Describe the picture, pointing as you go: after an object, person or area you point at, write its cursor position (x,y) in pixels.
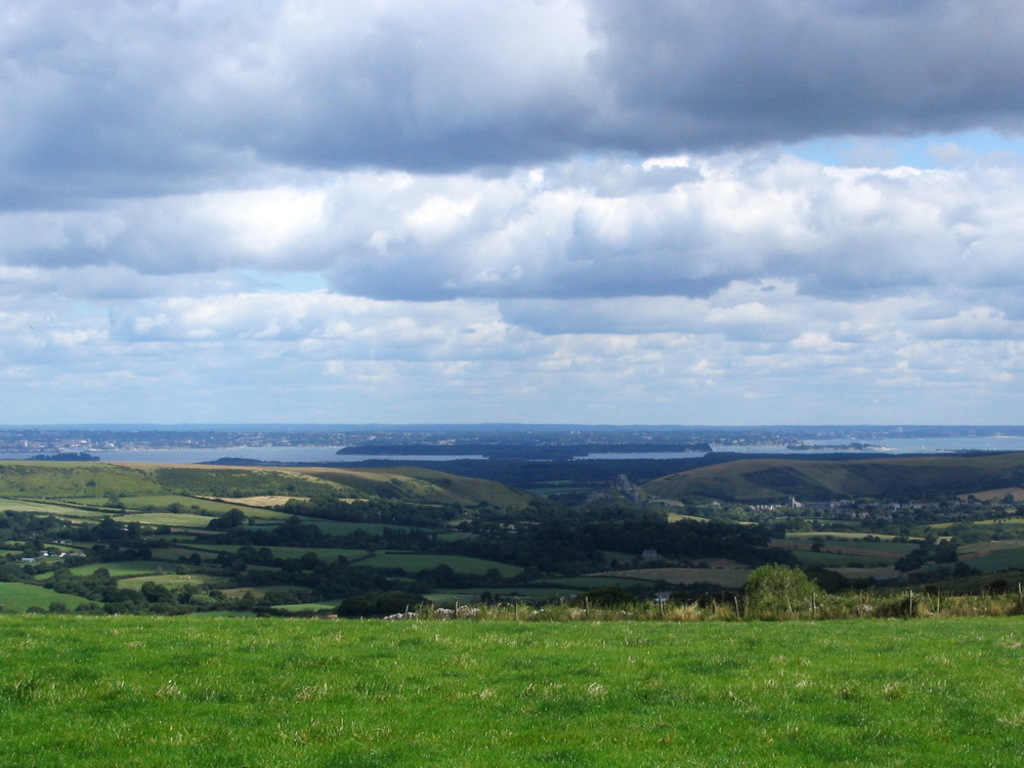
In this image we can see the trees (427,517), water (222,447) and also the sky (502,110) with the clouds (609,190) in the background (476,216) and at the bottom (462,706) we can see the grass (497,653).
